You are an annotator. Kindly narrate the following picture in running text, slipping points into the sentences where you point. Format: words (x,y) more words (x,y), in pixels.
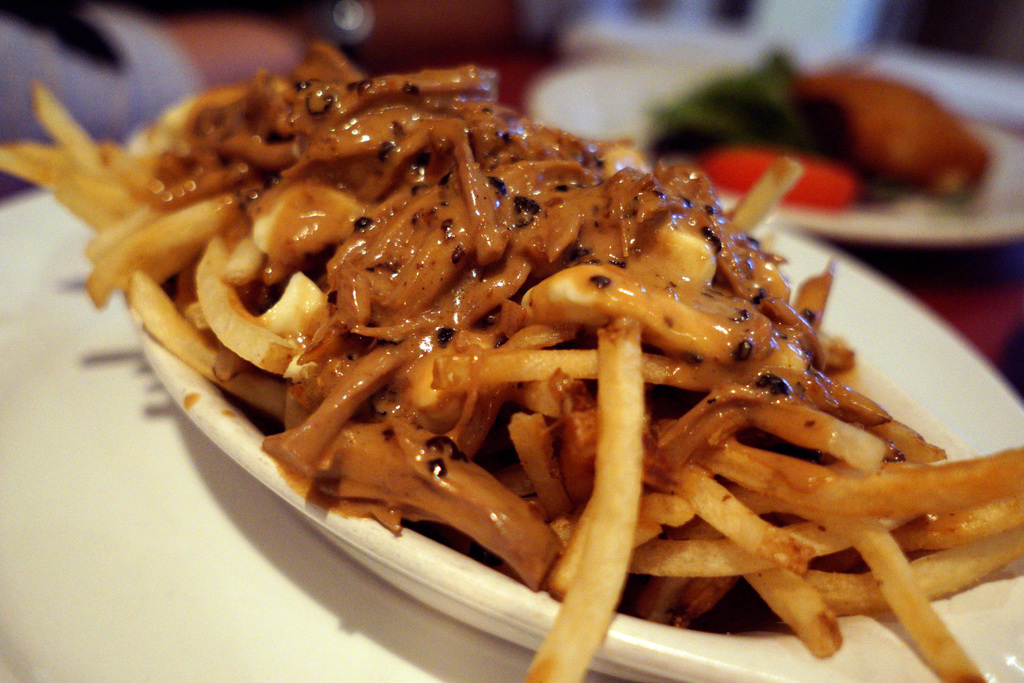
In this image there is some food item (339,398) is kept in a white color bowl (255,438) in middle of this image (579,375) and there is one another bowl (657,79) is on top right corner of this image (757,106) and there is some object (107,476) is in white color on the bottom left corner of this image (149,533).
